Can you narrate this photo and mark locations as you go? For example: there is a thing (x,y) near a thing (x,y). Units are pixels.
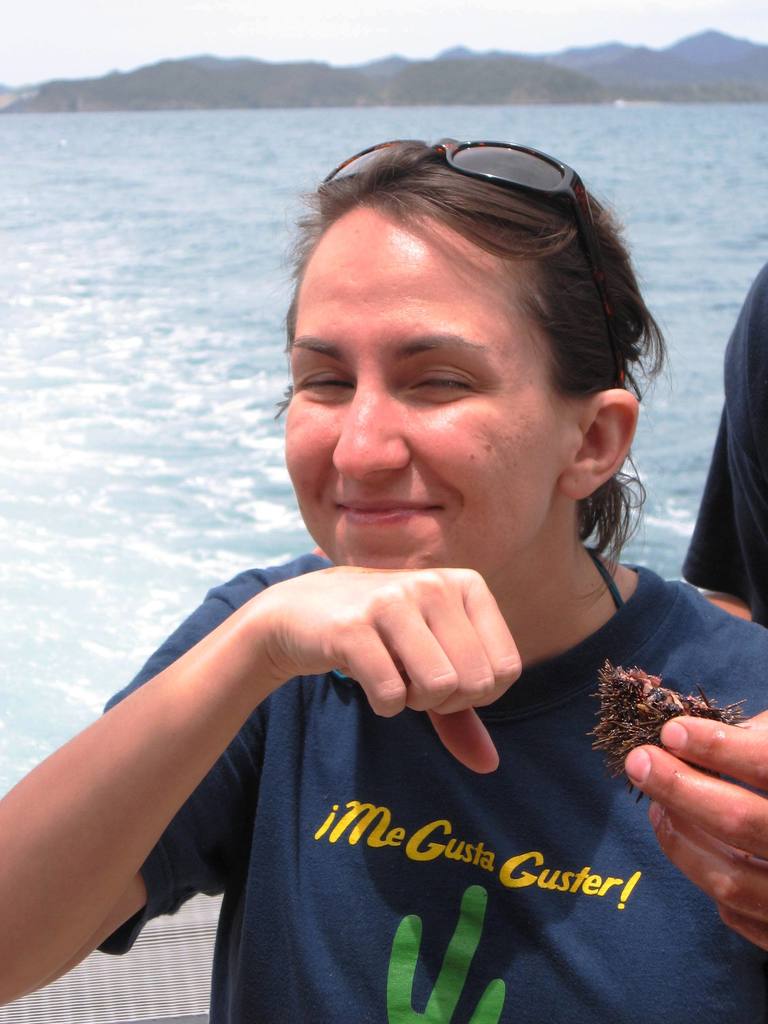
In this image in the front (407,756) there is a woman (415,734) smiling and holding an object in her hand (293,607) and in the background (738,424) there is an object (734,434) which is black in colour and there is an ocean (298,179), there are mountains (478,65).
